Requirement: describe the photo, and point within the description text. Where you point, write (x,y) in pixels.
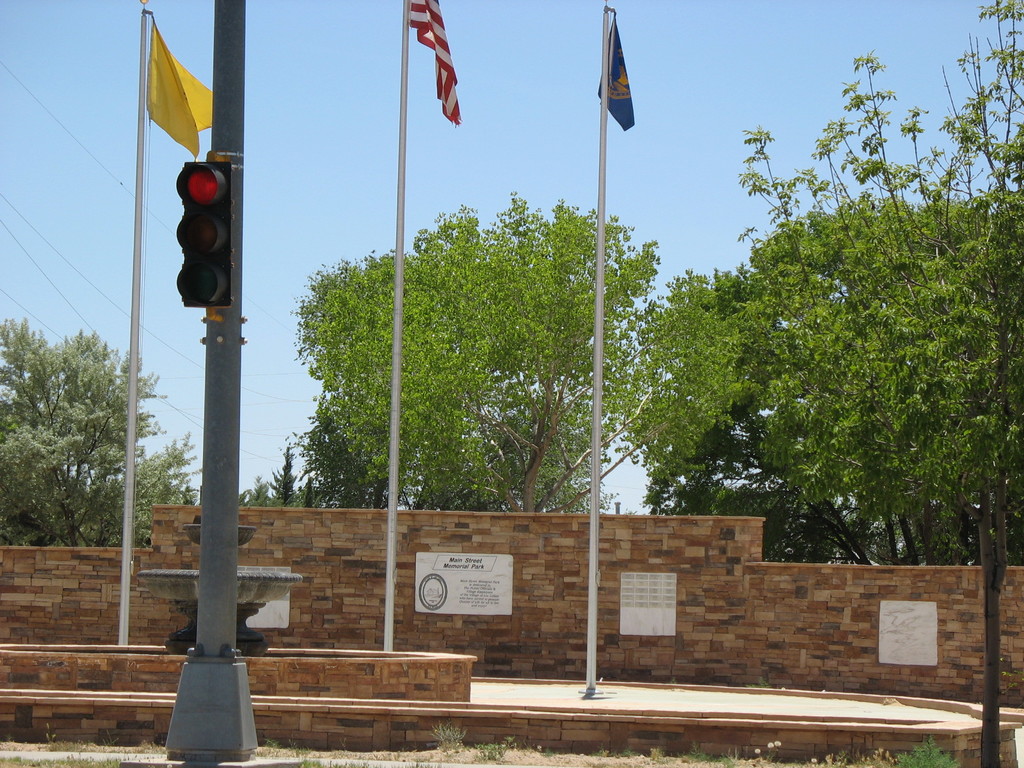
In this image I can see the ground (346,764), few poles (225,462), a traffic signal (231,272), few flags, the wall (726,619), few boards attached to the wall (676,625) and few trees (846,421) which are green in color. In the background (175,268) I can see the sky (412,94).
